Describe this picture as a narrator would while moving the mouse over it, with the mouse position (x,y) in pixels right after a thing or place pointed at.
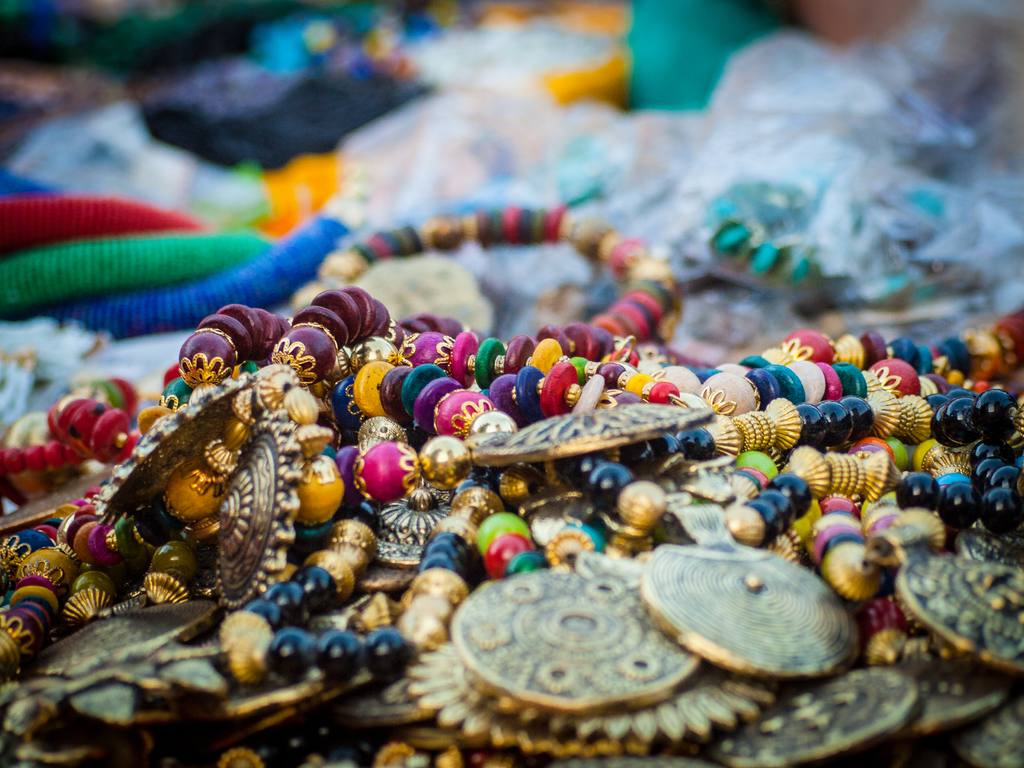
In this image we can see some jewelry (407,527).
